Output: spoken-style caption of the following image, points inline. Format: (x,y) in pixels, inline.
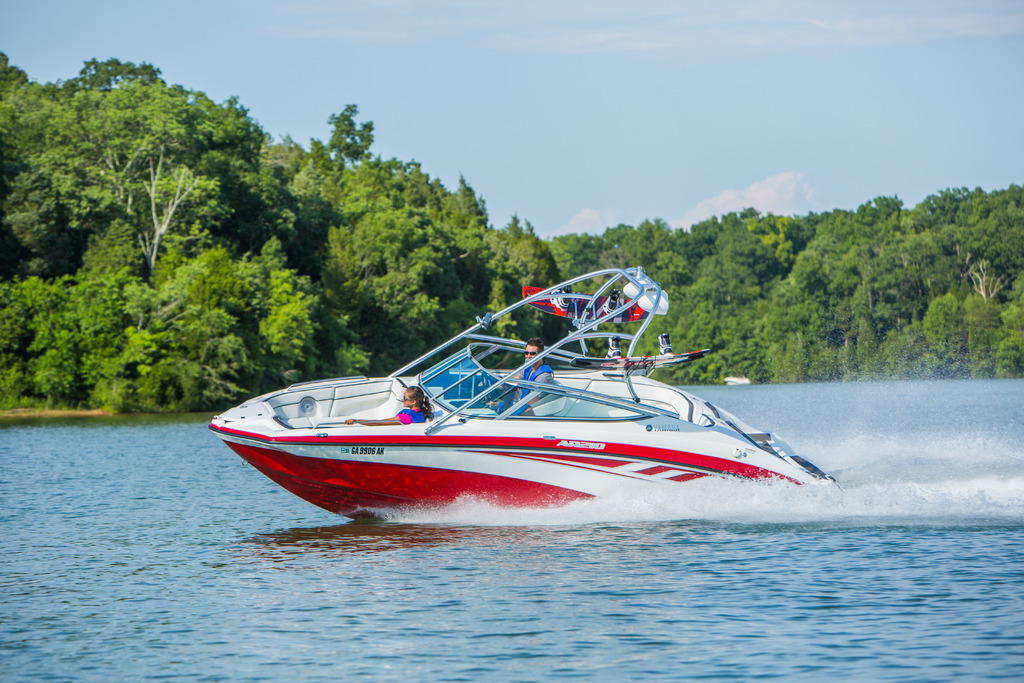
There are two persons (535,351) in a boat (531,397) which is in white and red color combination. This boat (293,432) is on the water (812,560). In the background (24,209), there are trees (493,237) and there are clouds (803,194) in the sky (603,25).
